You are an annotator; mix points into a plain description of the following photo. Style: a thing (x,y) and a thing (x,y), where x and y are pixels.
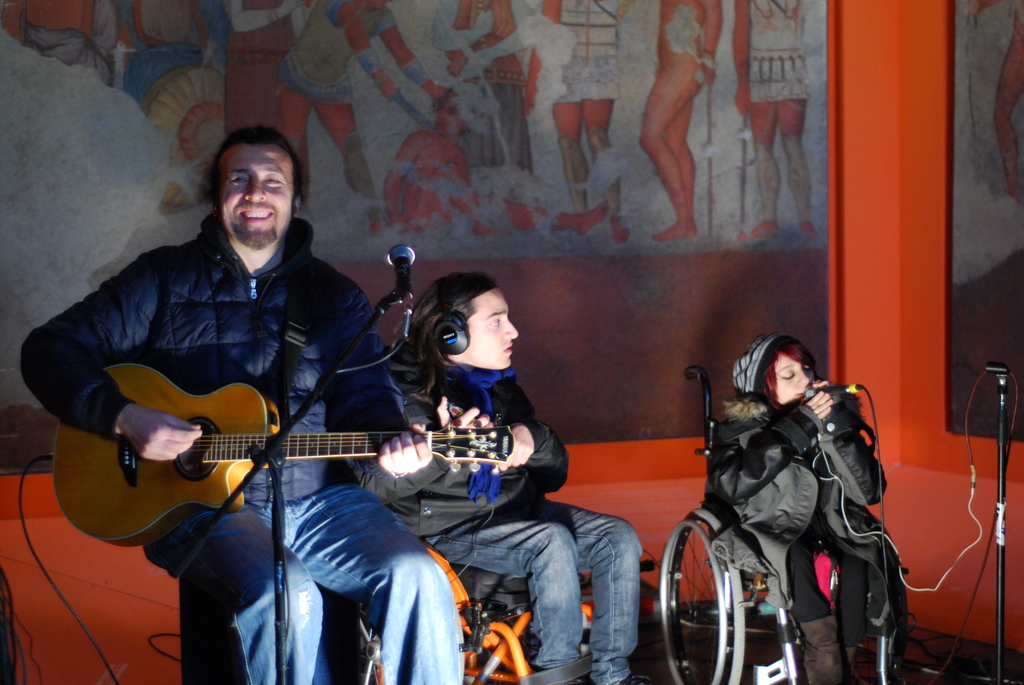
In this picture we can see three people (532,446), one holding a musical instrument (214,433), wearing black jackets (744,444).
